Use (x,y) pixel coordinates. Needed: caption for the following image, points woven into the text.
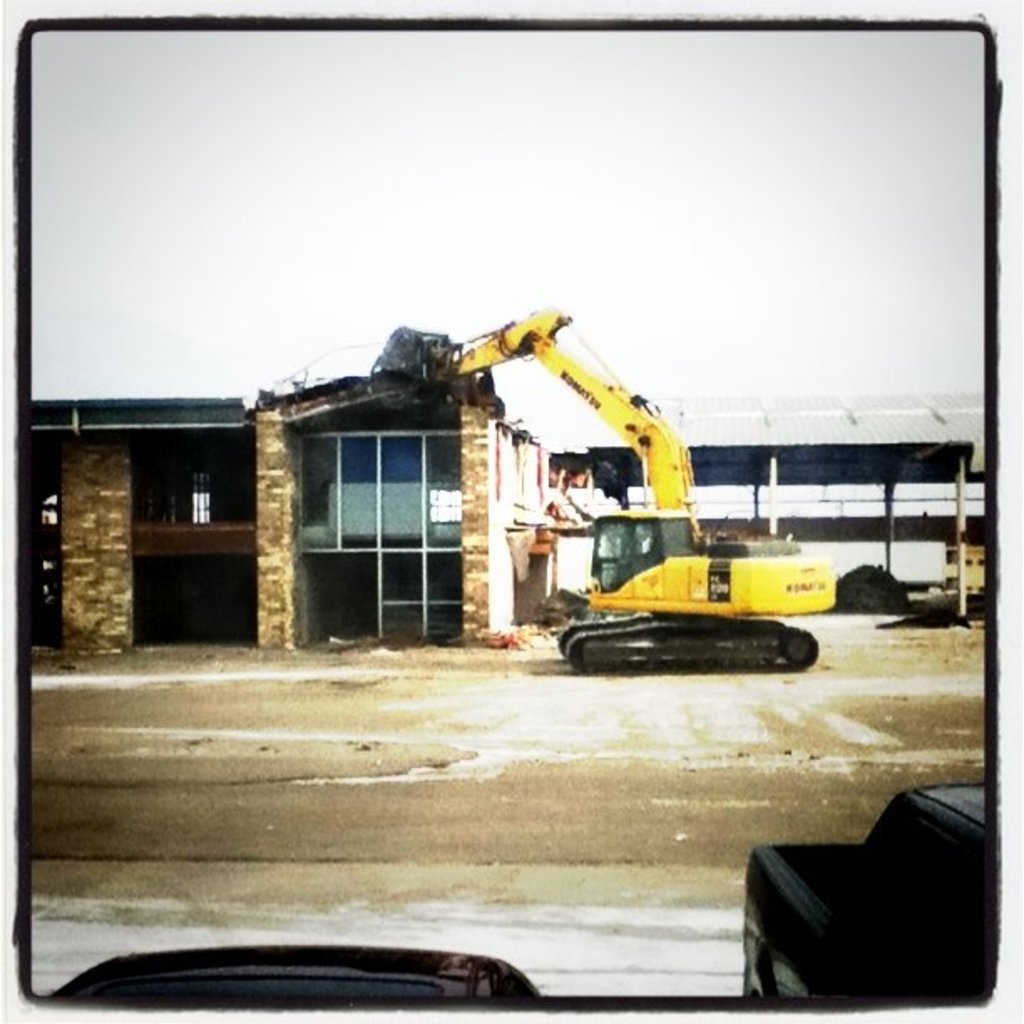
In this image, we can see an excavator (726,548) in front of the building (409,489). There is a sky (487,172) at the top of the image (477,147).
